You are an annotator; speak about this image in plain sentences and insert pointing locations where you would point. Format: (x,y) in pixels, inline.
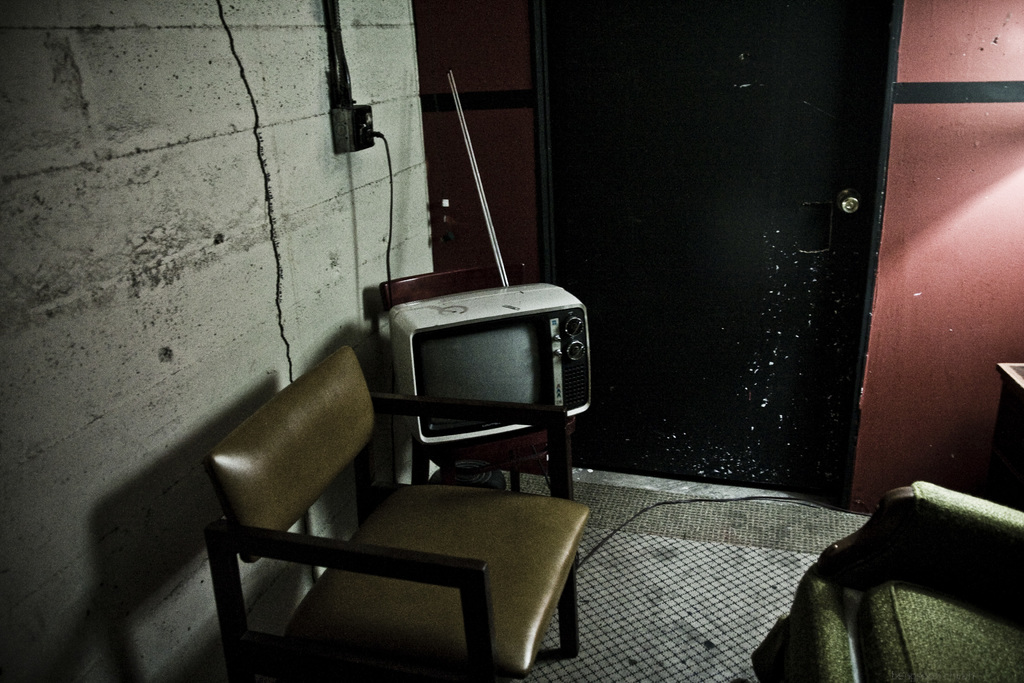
In this image we can see inside view of a room (486,406), there is a chair (447,571) towards the bottom of the image (372,536), there is a television (517,342), there is a floor mat (668,510) towards the bottom of the image (699,591), there is an object (1020,413) towards the right of the image (1015,377), there is a wall (208,302) towards the left of the image (187,347), there is an object (338,131) on the wall (362,172), there is a door (719,154) towards the top of the image (711,212), there is a wall (955,181) towards the right of the image (934,170), there is a wire (715,502) on the mat (636,526).
